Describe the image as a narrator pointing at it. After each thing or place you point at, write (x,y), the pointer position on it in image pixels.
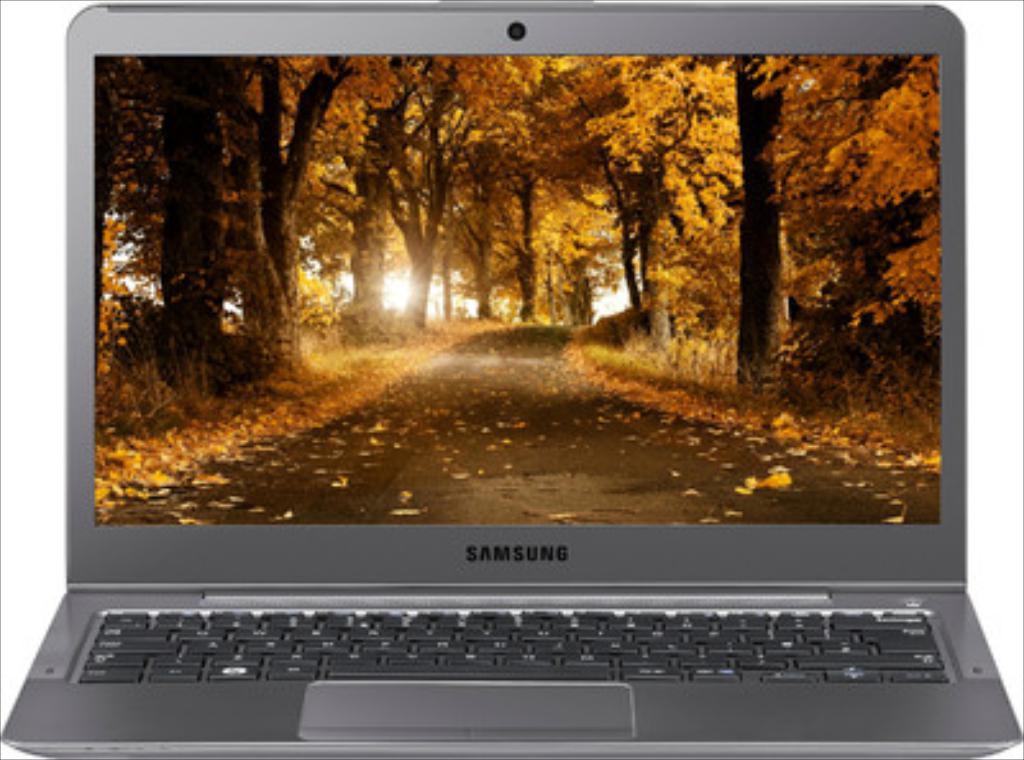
In this image, we can see a laptop (422,595) and screen (505,305) here. In the screen (477,328), there are so many trees (529,308) we can see. Here there is a road (517,472).
